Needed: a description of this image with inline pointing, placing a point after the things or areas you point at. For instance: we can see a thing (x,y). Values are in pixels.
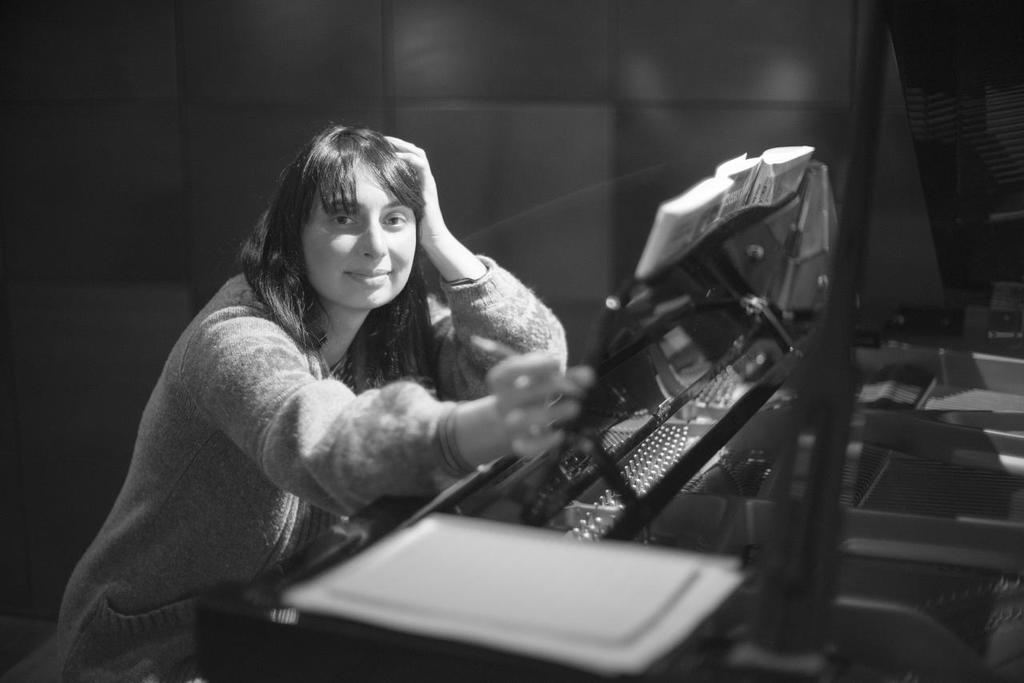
This is a black and white image. I can see a woman (310,516) sitting and smiling. In front of the woman (448,450), there are papers (504,534) and books (716,209) on an object (882,452). In the background (128,392), It looks like a wall (585,106).
